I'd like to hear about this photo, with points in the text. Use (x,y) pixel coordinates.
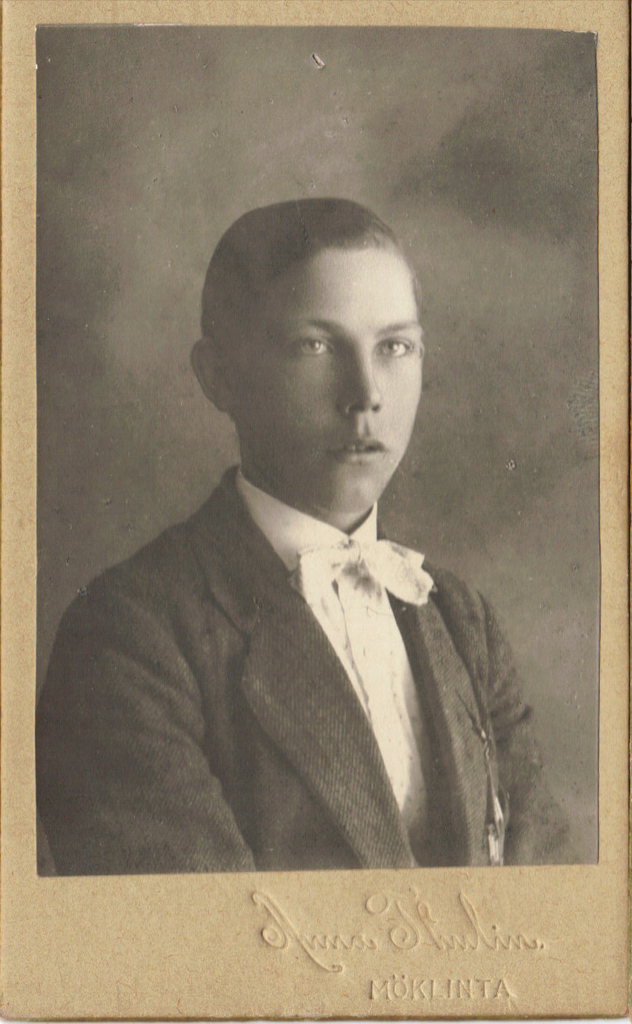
This image consists of a picture of a person (359,552). This is a black and white picture. At the bottom (372,995) there is some text (354,934).
